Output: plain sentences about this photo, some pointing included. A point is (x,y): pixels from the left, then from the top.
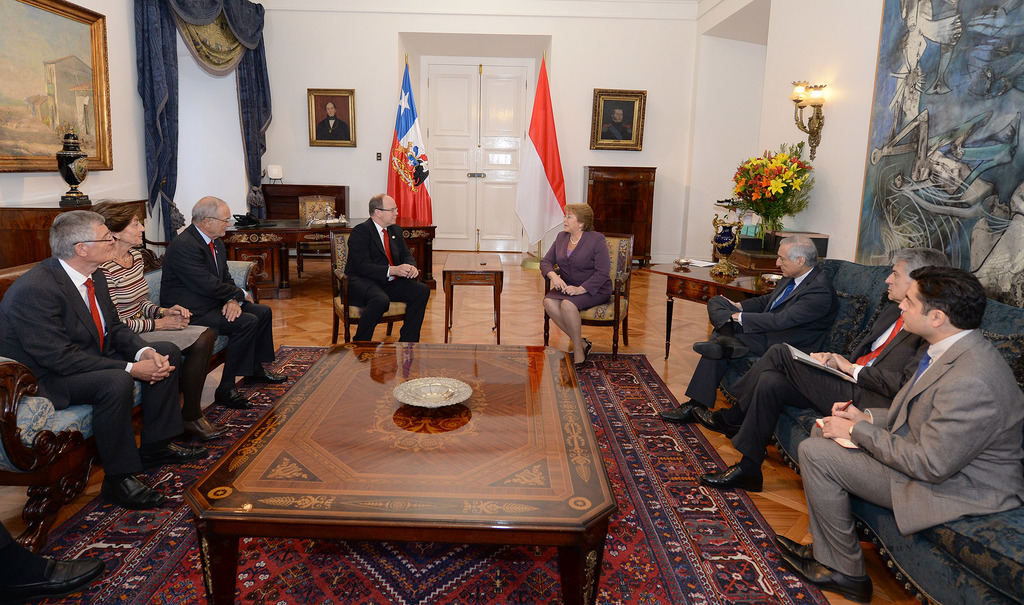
This picture is clicked inside a room (675,190). there are few people (218,274) sitting on chairs (340,248) and couch (824,342). In the center of the room (685,408) there is a big wooden table (591,426) with a glass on it. In the room (466,474) there tables (405,490), cupboards (316,188), flags (407,137) and carpet (634,401) on the floor (634,330). On the tables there are flower vases (718,252), bouquets (745,208) and sculpture (89,171). At the left corner of the image (36,146) there is a picture frame (19,82) hanging on the wall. In the frame (51,82) there is a house (63,73) with red roof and sky (36,67). There are another two frames (327,111) hanging on the wall (286,92) of two persons (619,108). There is a wall (581,126), door (500,125) and curtains (237,74). There is a painting (928,93) at the right corner of the wall (849,113) and beside to it there is a wall lamp (802,97).
